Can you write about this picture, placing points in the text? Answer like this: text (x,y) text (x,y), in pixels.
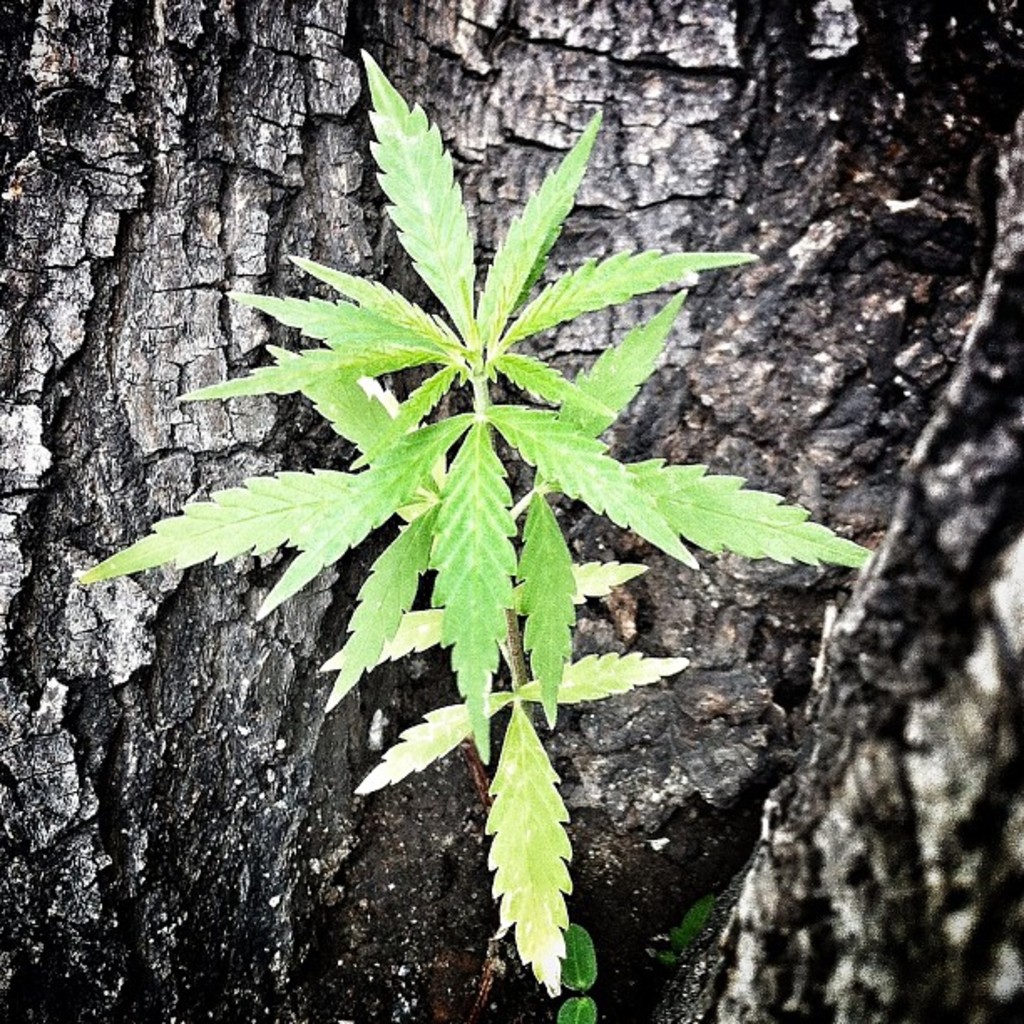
This image is taken outdoors. In this image there is a tree (338,186) with leaves (508,592), stems (508,656) and a branch (858,938).
